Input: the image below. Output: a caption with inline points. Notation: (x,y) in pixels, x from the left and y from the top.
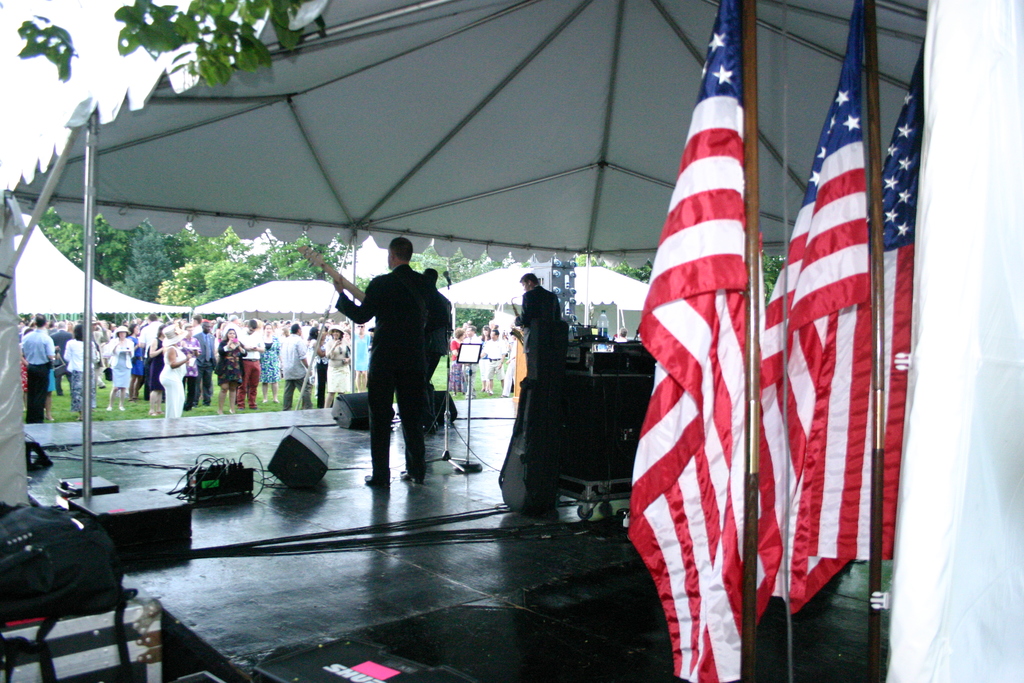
In this image I can see few people (415,333) standing and holding musical instruments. Back I can see few people (254,321) standing and wearing different color dresses (228,357). I can see few white tents (66,286), trees (179,245), flags (857,392), speakers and few objects (462,519) on the stage (422,596).
